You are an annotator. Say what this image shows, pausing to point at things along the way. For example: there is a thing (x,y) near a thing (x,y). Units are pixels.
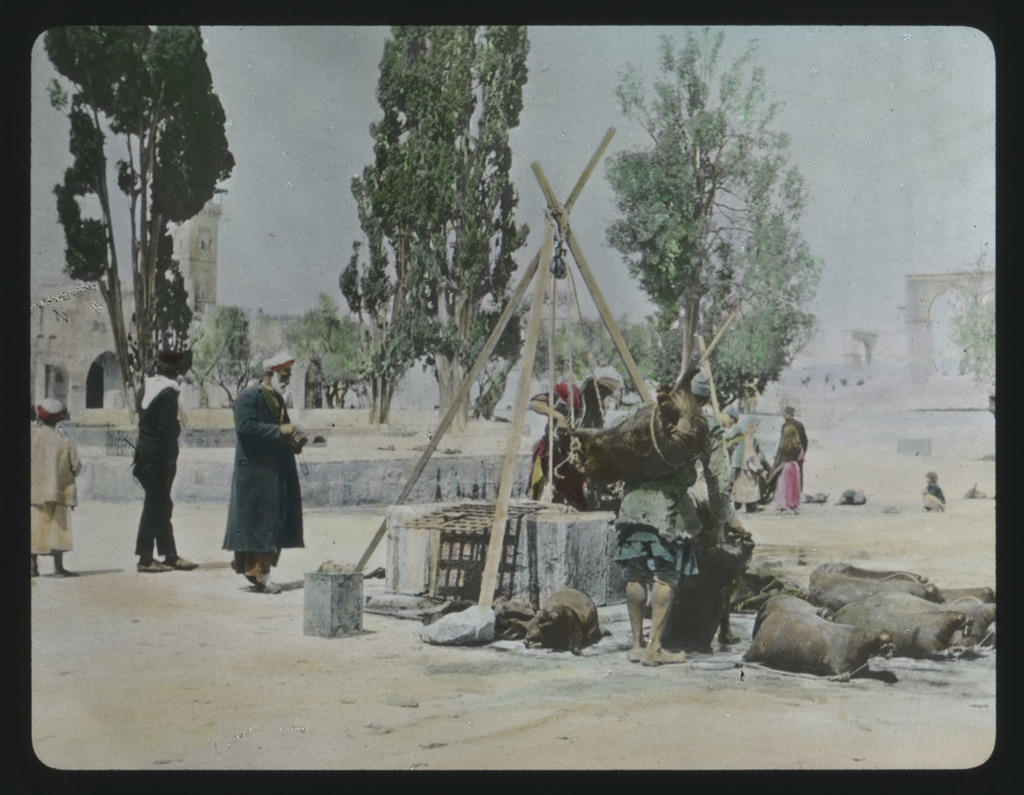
In this image we can see a painting (482,530), there are group of persons (285,445) standing, there are trees (980,364), at the back (85,407) there is a building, an animal (688,458) is tied to the rope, in front a person (251,470) is standing, there is a sky (606,198).
